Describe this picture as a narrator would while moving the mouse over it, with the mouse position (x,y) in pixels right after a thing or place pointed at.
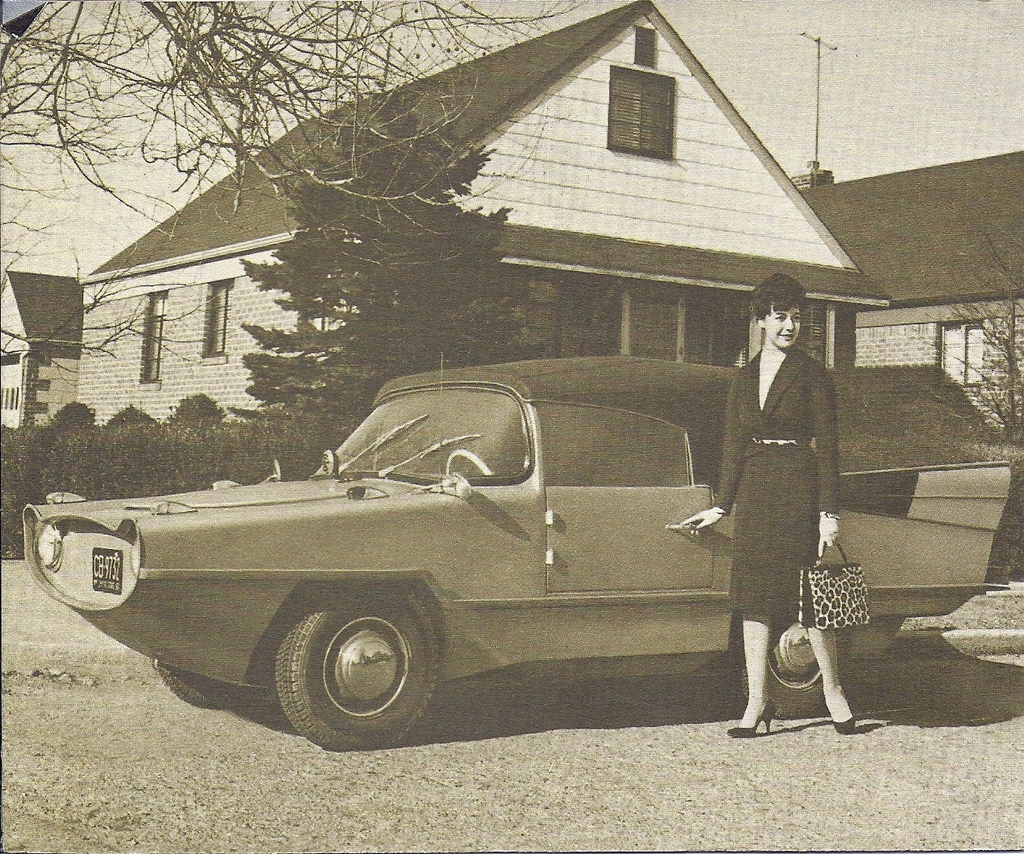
In this picture I can observe a car (277,461) in the middle of the picture (598,441). Beside the car (643,489) there is a woman (803,484) standing on the land (775,725). In the background (553,343) I can observe houses (823,287), trees (288,243) and sky (788,98).
